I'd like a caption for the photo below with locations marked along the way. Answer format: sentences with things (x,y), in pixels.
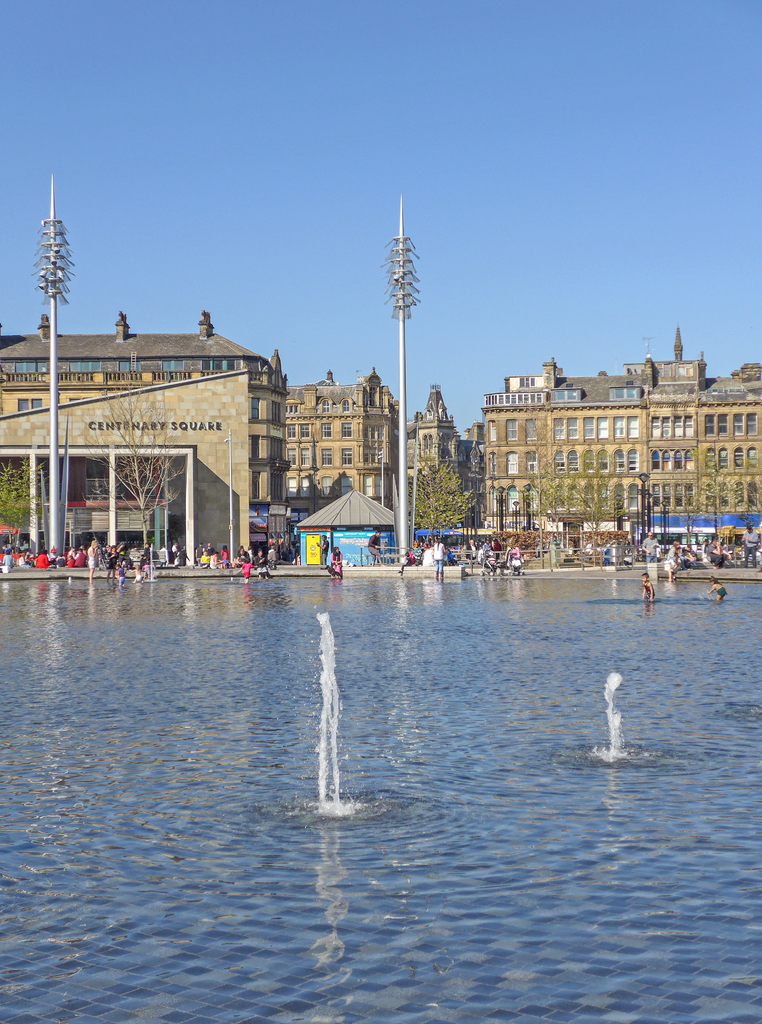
In this image we can see some buildings (83,460), trees (140,503), persons (652,534), poles (619,527) and some other objects (332,507). At the bottom of the image (435,738) there is the water (568,675), persons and other objects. At the top of the image (364,272) there is the sky (277,218).
